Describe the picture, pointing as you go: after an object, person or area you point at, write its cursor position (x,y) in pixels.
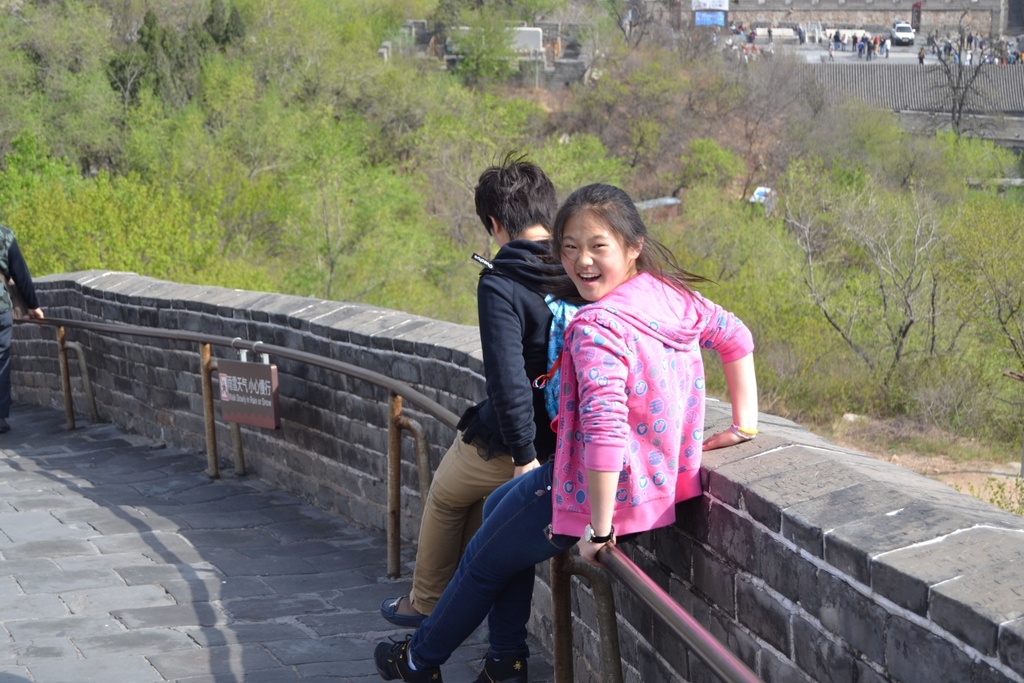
In this image I can see the ground (152,628), the metal railing (619,637) and a board (248,374) attached to the railing (418,438), the wall (359,449) which is made up of rocks (304,426) and two persons (598,500) wearing pink, blue, black and cream colored dresses (503,461) are sitting on the railing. In the background (760,375) I can see few trees (778,326), a person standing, the road (824,57), few vehicles (906,24) and few persons (886,46) on the road (928,42) and few concrete poles (384,58).
